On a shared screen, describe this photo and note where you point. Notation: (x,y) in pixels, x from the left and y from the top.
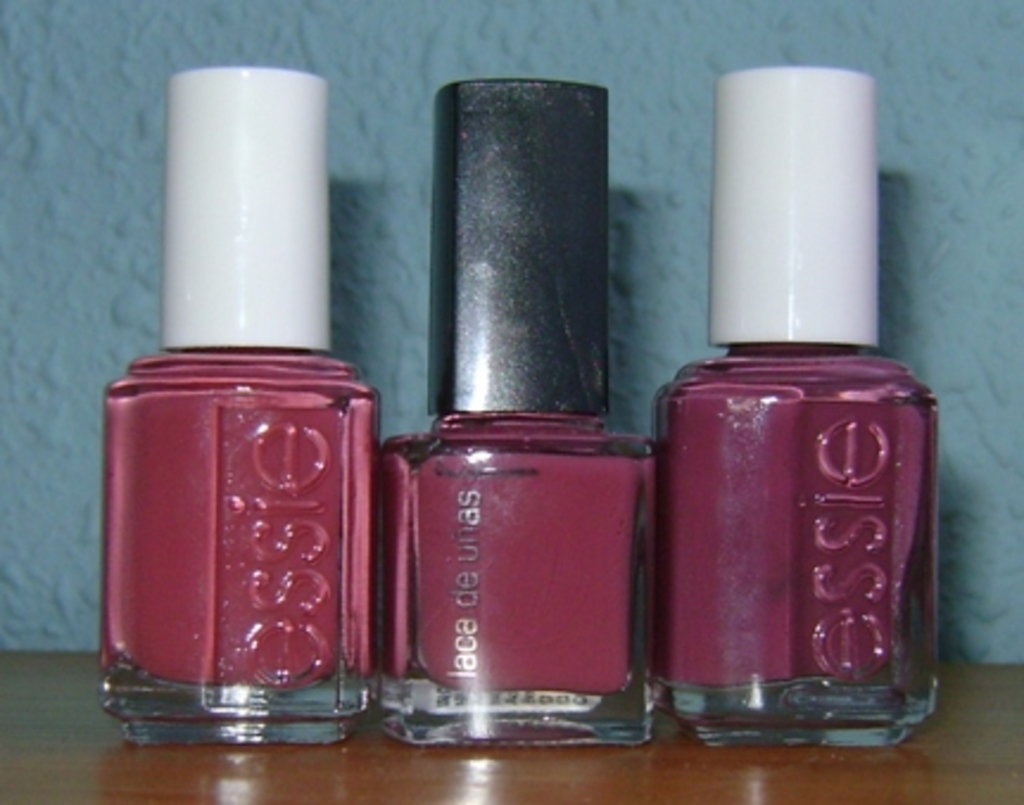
In this image we can see some nail polish containers (479,317) which are placed on the table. On the backside (351,229) we can see a wall (361,226).
